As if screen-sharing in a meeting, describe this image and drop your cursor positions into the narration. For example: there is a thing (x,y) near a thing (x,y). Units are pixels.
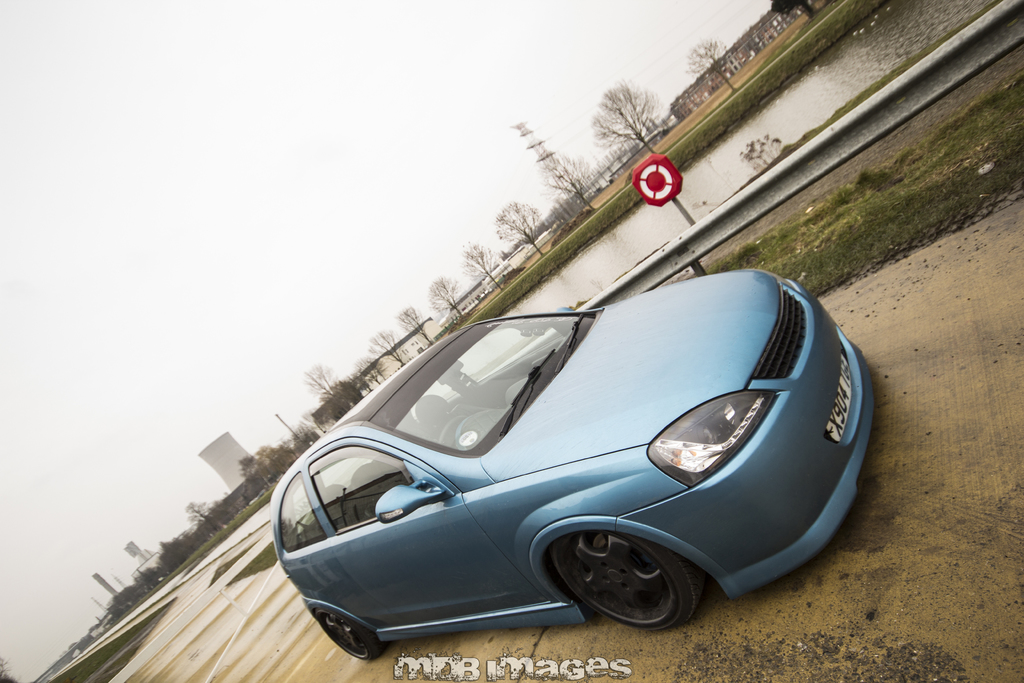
In this picture I can see a car (562,620) on the road (923,576), there is a red color object (672,174), there is grass (943,207), water (835,94), trees (792,9), buildings (630,154), and in the background (315,168) there is sky (184,113) and a watermark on the image.
